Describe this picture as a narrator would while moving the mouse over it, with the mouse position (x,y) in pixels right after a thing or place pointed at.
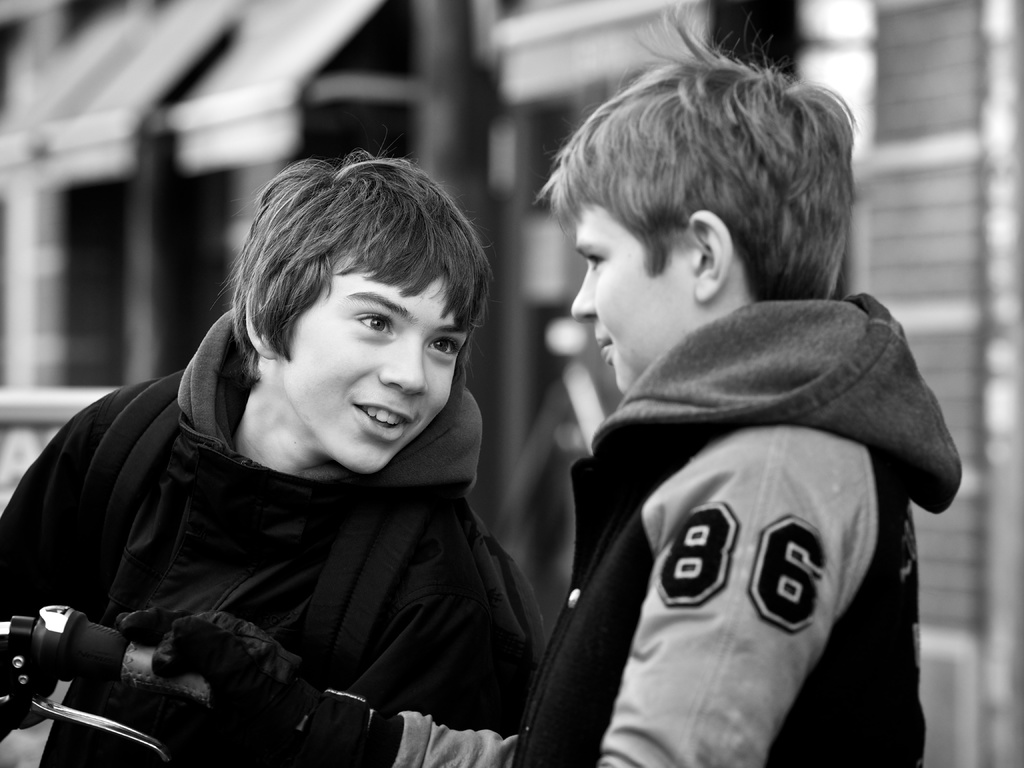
In this image, we can see two kids (699,703) standing, they are wearing jackets (259,507), we can see the handle (91,657) of a bicycle (45,658), there is a blur background (112,379).
